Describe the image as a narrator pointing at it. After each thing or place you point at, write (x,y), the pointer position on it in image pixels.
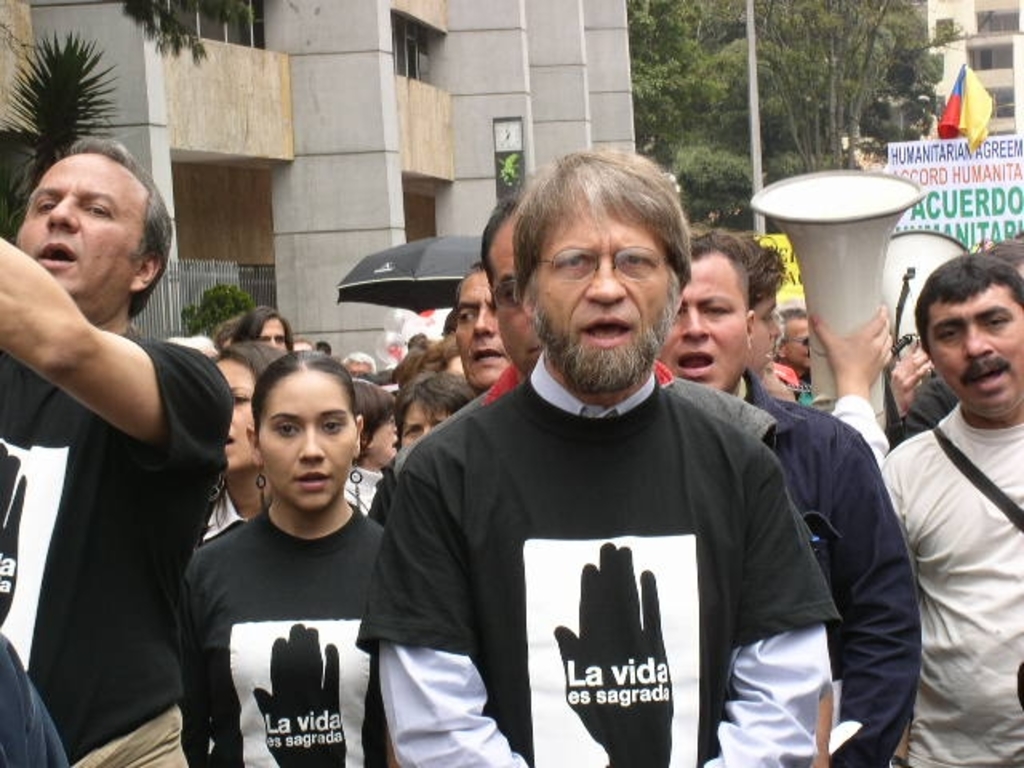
In this image we can see the people (424,558) standing. In the background (403,8) we can see the building (376,91), flag (954,114), umbrella (469,254), speakers (835,236) and also a board (972,172) with text (958,167). Image also consists of trees (658,125).
